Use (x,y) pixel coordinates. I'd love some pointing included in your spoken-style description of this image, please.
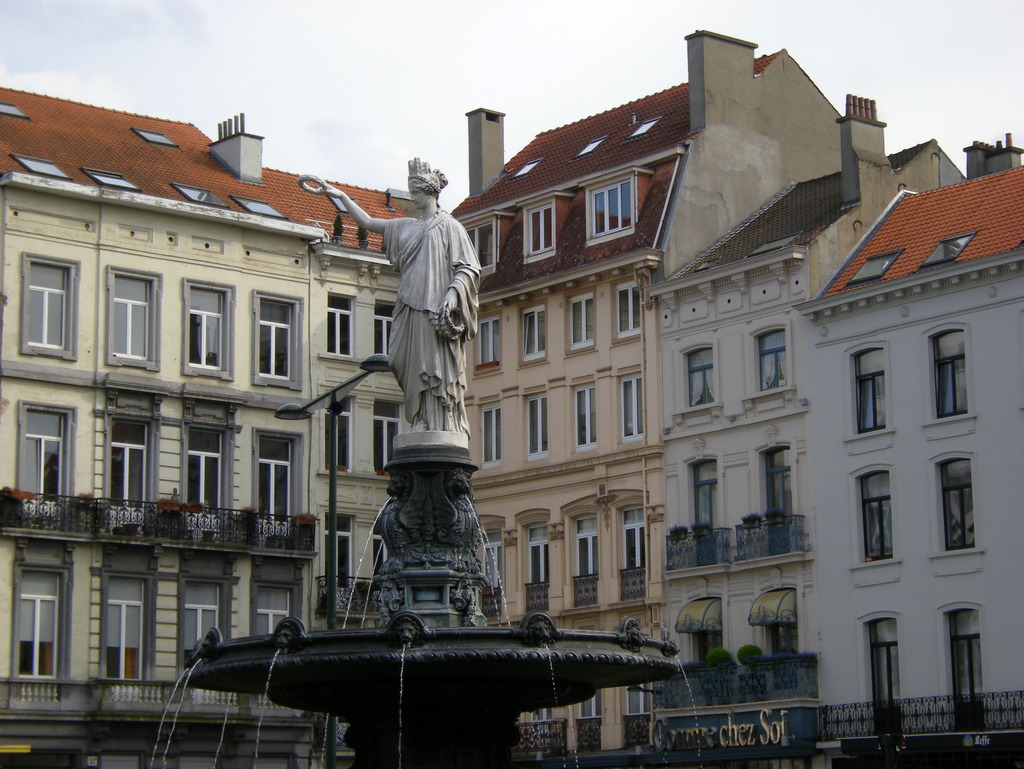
In this picture we can see a statue (439,386) on a fountain (452,537) and in the background (542,507) we can see buildings (505,515), electric pole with lights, sky (663,24) and some objects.
